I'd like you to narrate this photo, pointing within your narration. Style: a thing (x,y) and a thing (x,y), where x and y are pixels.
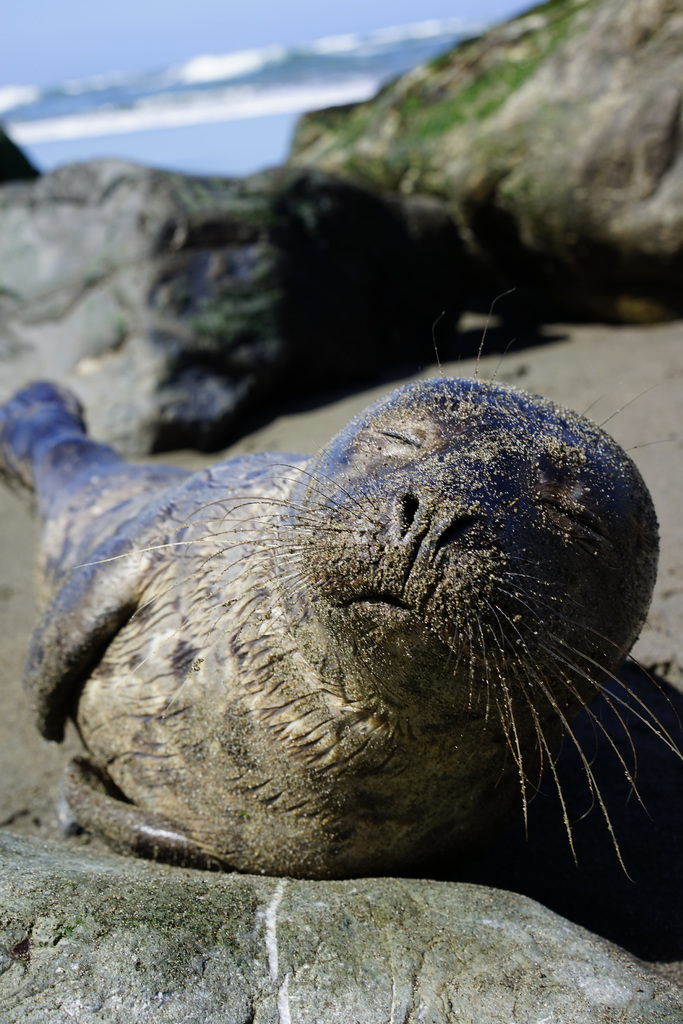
In this image there is a seal (213,630) on the stone (355,1000). In the background (345,196) there are two stones (104,164) near the sea shore (232,154). Behind the stones (381,111) there is water (260,93).
